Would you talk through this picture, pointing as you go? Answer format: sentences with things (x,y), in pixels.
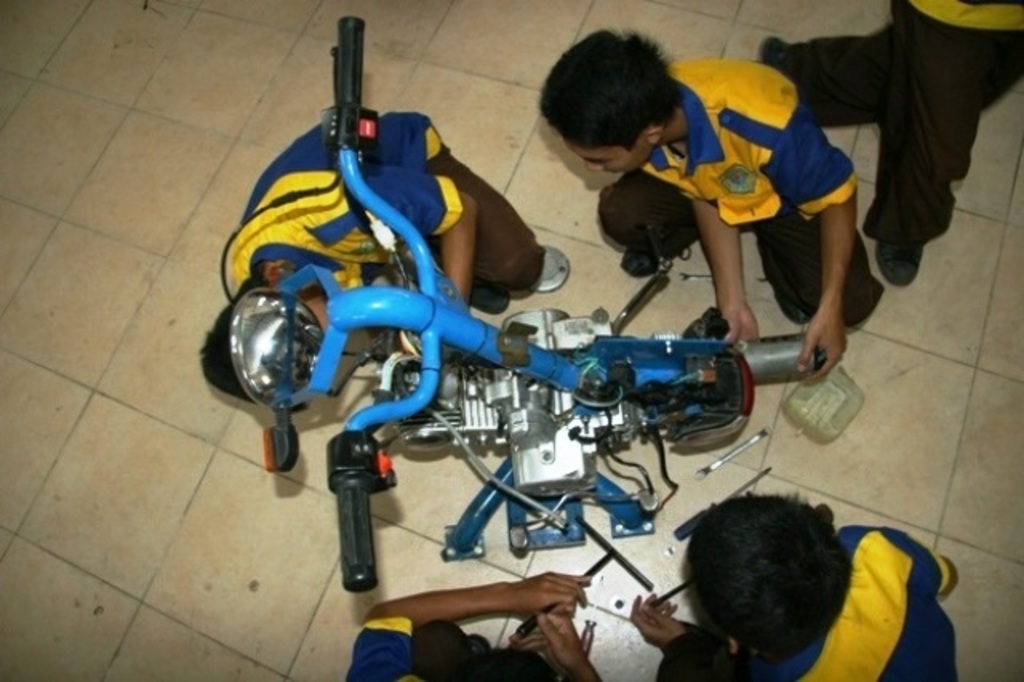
In this image we can see people (432,179) sitting on the ground (190,265) and a motor vehicle (510,403).
